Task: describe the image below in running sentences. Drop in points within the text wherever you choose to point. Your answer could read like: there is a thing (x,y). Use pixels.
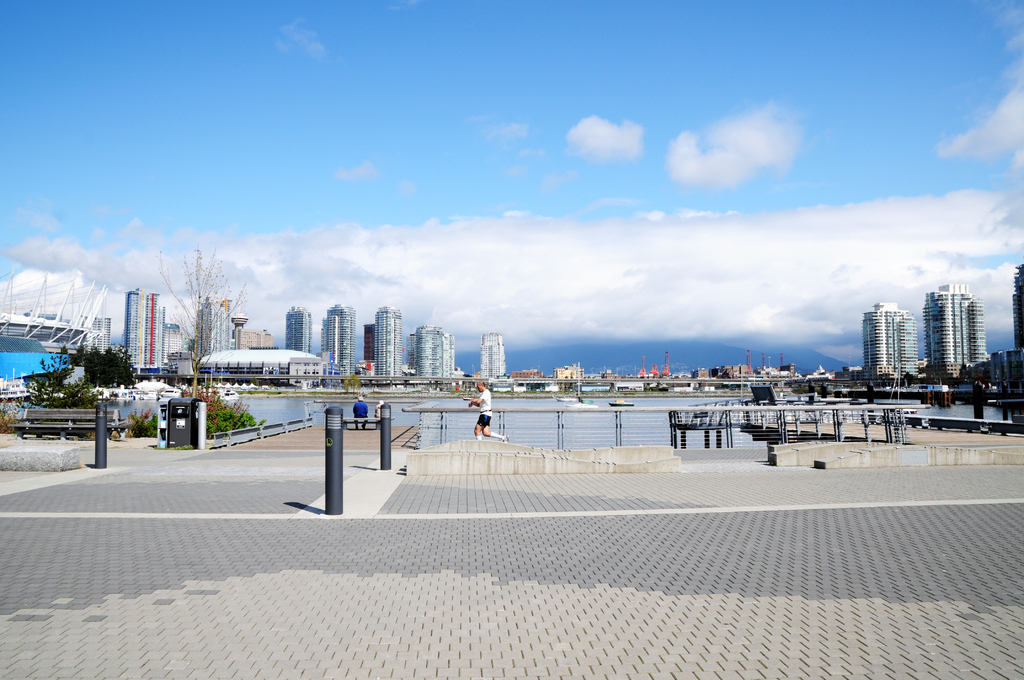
In this picture we can see the cobble stones (721,561) in the front (707,561). Behind there is a river water (304,407). In the background (391,345) we can see some buildings (411,365). On the top (488,197) there is a sky (483,208) and clouds (310,258).
